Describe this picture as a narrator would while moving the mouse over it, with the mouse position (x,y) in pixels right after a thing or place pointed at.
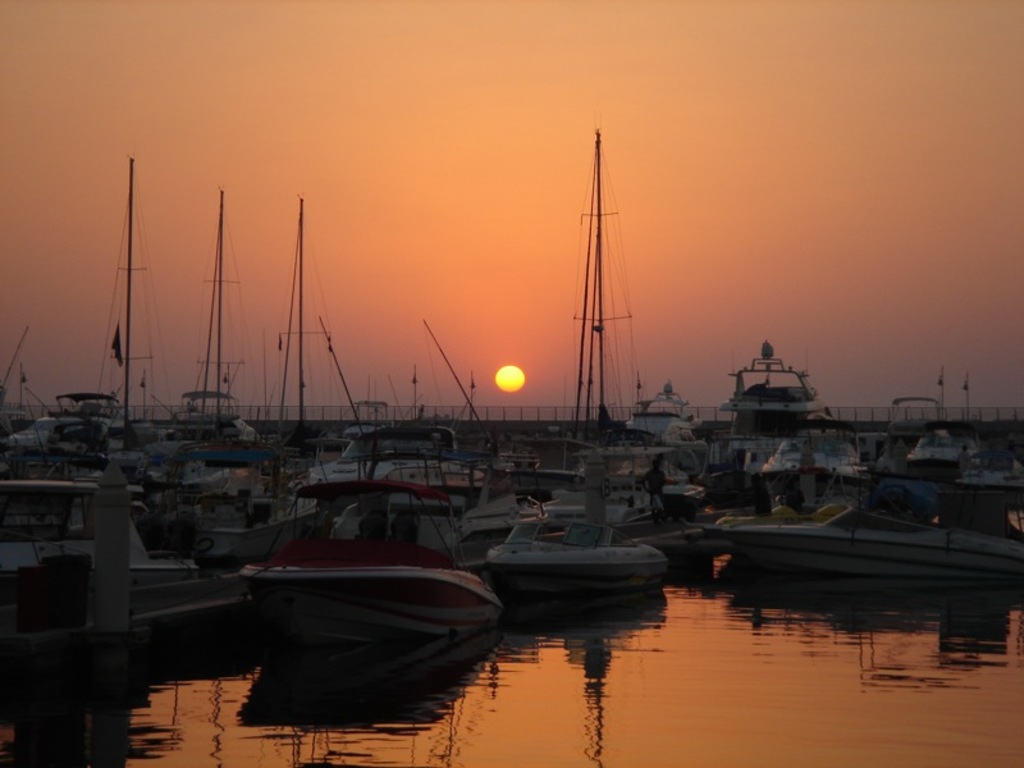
In this image there is the lake (987,599), on which there are some boats (48,425), at the top (644,115) there is the sky (534,370), sun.
